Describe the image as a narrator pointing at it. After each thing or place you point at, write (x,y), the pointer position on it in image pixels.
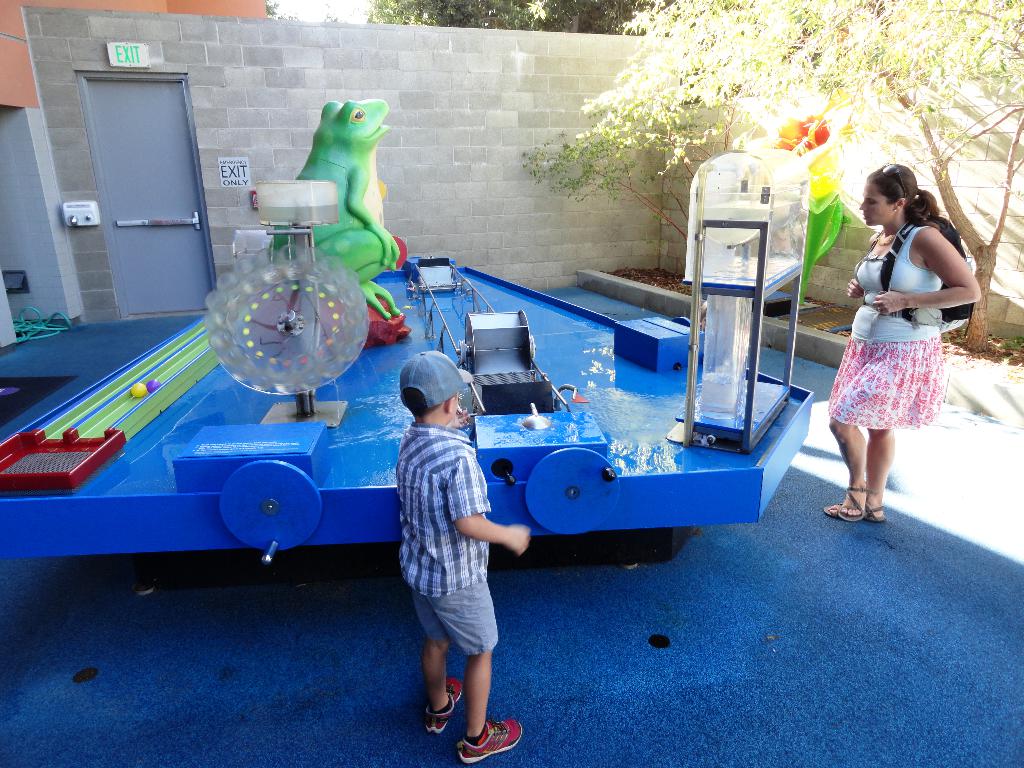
This image is taken outdoors. In the background (489,23) there are a few trees (496,14) and there is a wall (254,109). There are two sign boards (117,60). There is a door (160,153). On the right side of the image (899,23) there is a tree (907,113) and a woman (901,361) is standing on the floor (876,574). At the bottom of the image (680,706) there is a mat (234,674) on the floor (356,637). In the middle of the image (489,381) there is a play station (363,249) with a few toys (213,341) and a kid (414,591) is standing on the mat (501,704).
